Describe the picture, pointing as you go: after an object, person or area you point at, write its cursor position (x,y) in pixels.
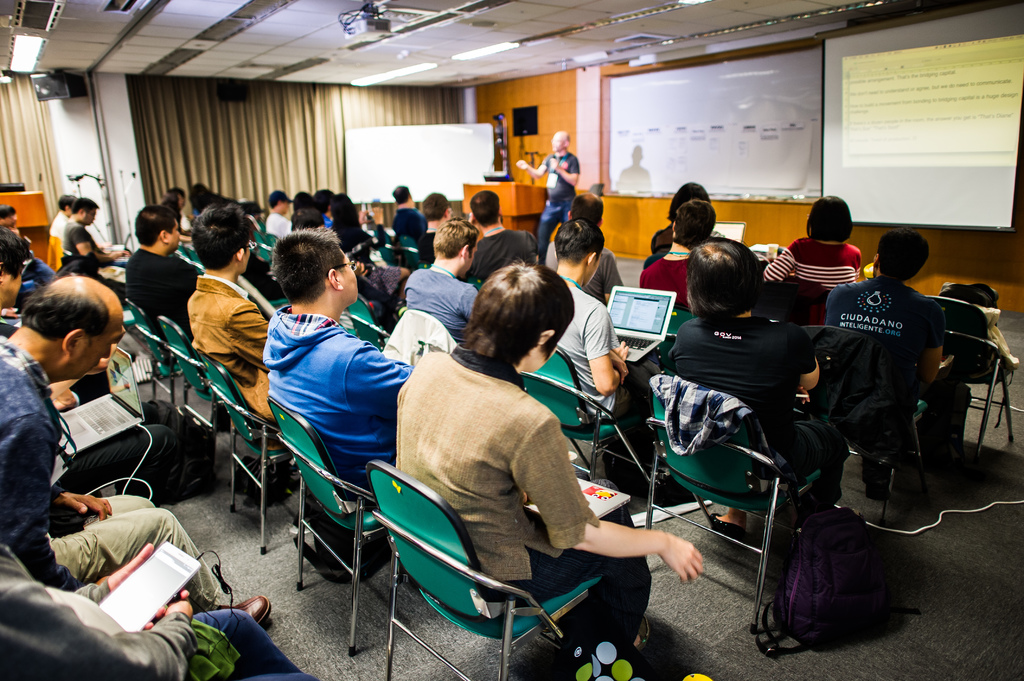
In this image, we can see a group of people (601,207). They are sitting on the chairs (592,576). Here we can see few bags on the floor (858,660). Background we can see wall (548,147), curtains (172,176), board (449,172), speaker (531,126). Here a person (560,175) is standing near the podium (531,202). Right side of the image (953,155), we can see the screen (834,122). Top of the image (523,59), we can see the ceiling (451,44), lights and projector (370,36).
